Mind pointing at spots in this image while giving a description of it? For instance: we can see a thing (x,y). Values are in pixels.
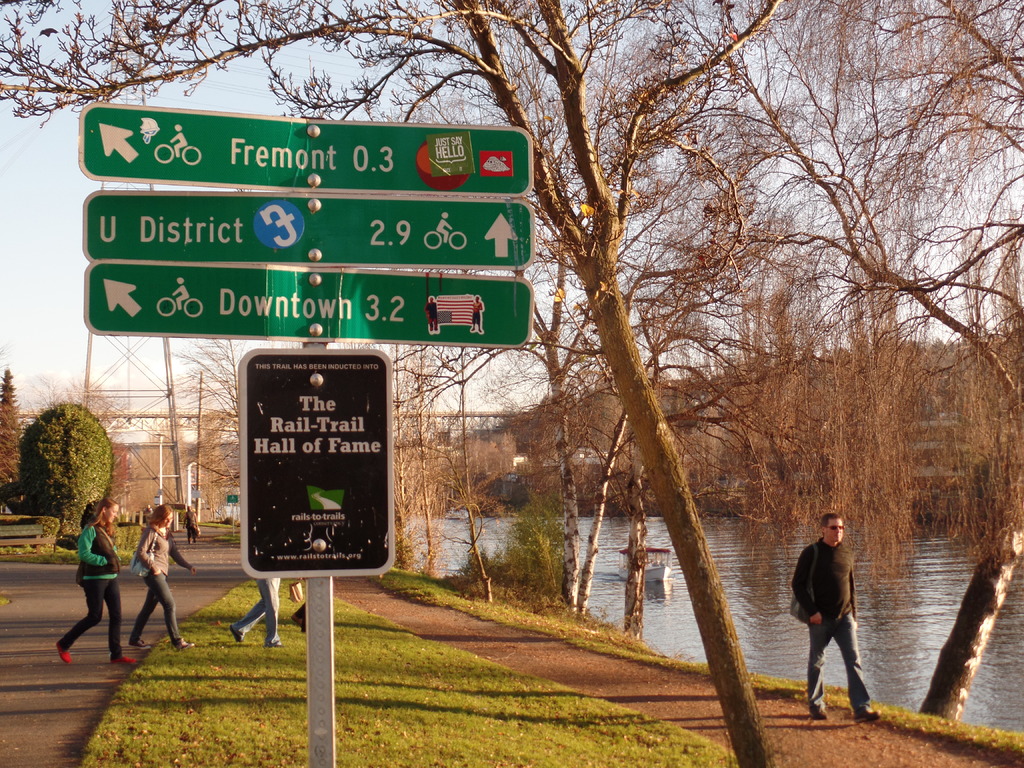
There are green color sign boards (364,138) and black color hoarding (318,355) attached to the pole (314,697). Which is on the grass (263,755) on the ground (393,766). On the right side (848,671), there is a person (840,523) in black color t-shirt (833,603), walking on the road (890,724). In the background (110,553), there are persons (98,559) walking, there is a boat (656,565) on the water (742,561) of a river (624,584), there are trees (752,514), there is tower (137,365), there are plants (74,434), there is a bridge (181,419) and there is a blue sky (28,190).
